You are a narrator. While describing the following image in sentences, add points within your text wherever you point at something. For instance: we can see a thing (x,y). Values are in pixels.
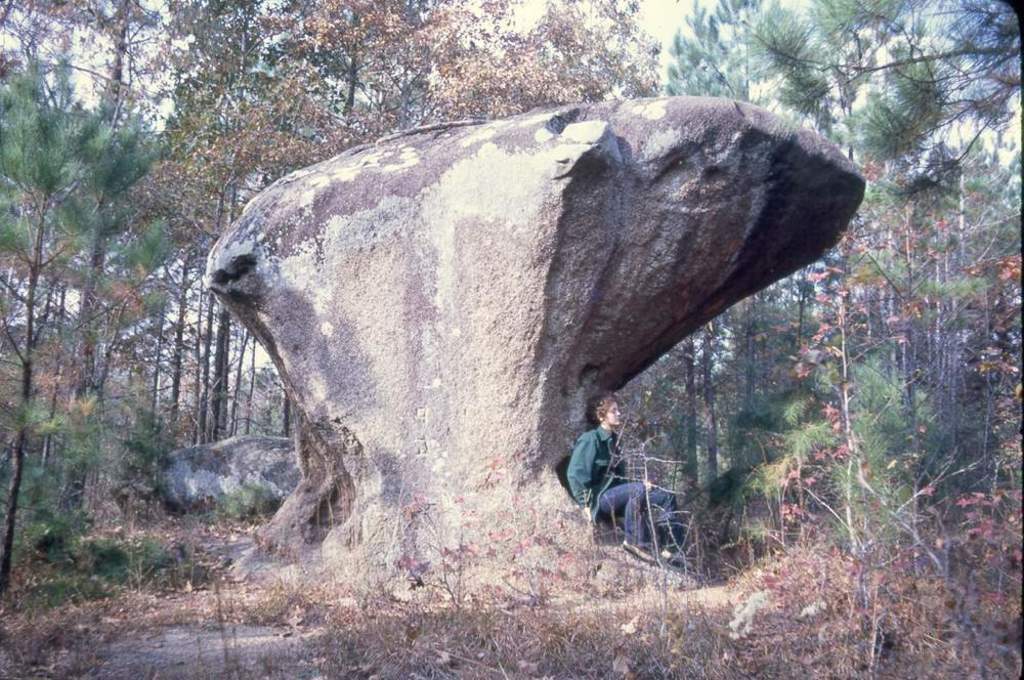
In the picture we can see a huge stone (357,228) under it we can see a space (655,423) and a person (601,458) sitting under it and near to him on the ground (450,625) we can see dried grass surface (159,528) and in the background (751,495) we can see trees (20,529).
